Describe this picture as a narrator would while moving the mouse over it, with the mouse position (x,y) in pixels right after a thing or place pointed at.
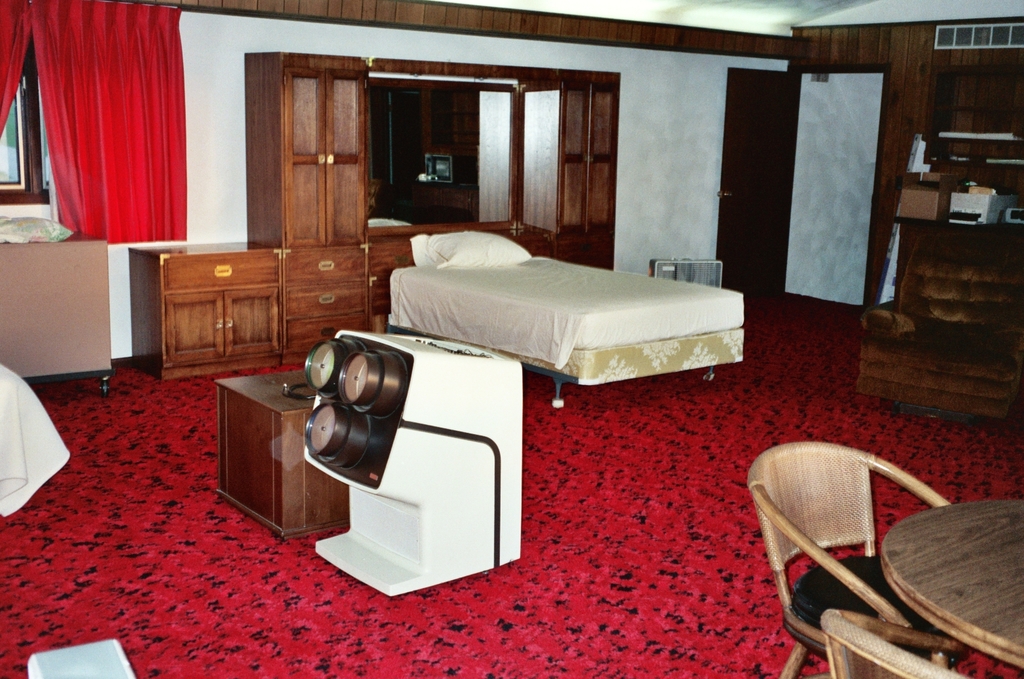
The image is inside the room (570,300). In the image there is a bed (595,311), on bed (574,271) we can see a pillow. On right side (729,172) we can see a door (742,173) which is opened, couch (943,321) and a table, mirror (473,136) in middle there is a table (986,578) and two chairs (869,528). On left side (32,305) we can see table (32,291), on table (32,261) we can see a pillow (32,237) and window (30,151), curtains (94,134) at bottom (225,537) there is a mat (225,568) which is in red color.
